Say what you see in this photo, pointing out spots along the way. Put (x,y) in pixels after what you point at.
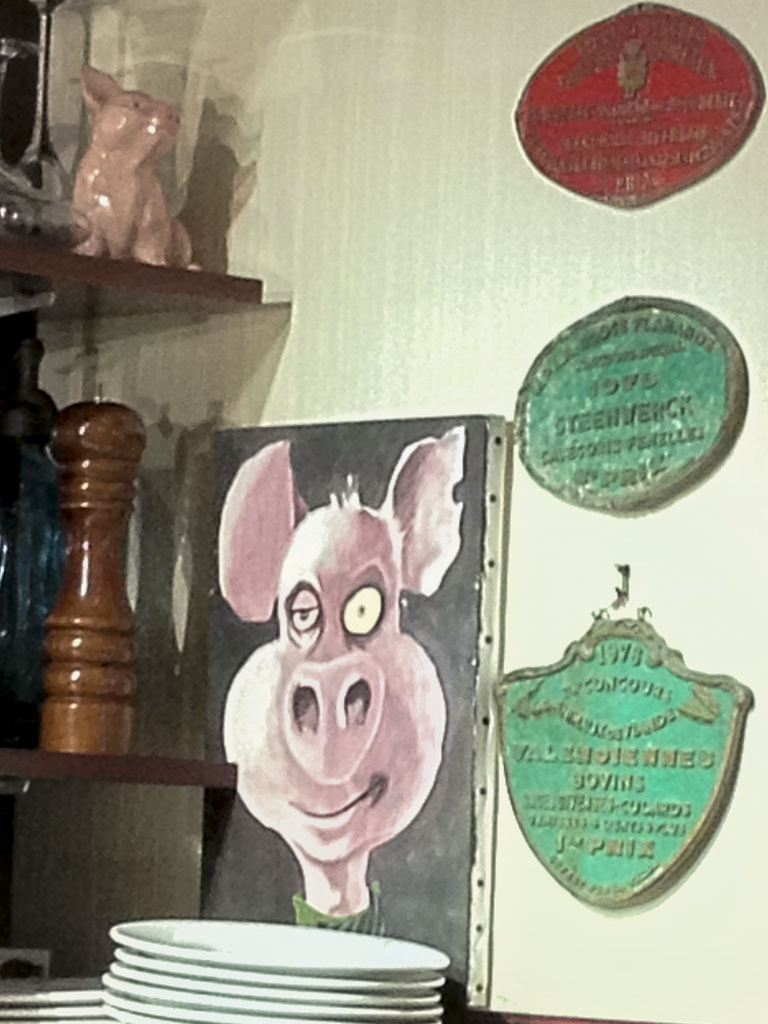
In this image I can see the plates (264,964) and there are many boards (609,725) to the wall (424,221). To the left (32,589) I can see the toy (149,133) and many objects (110,500) in the shelves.
